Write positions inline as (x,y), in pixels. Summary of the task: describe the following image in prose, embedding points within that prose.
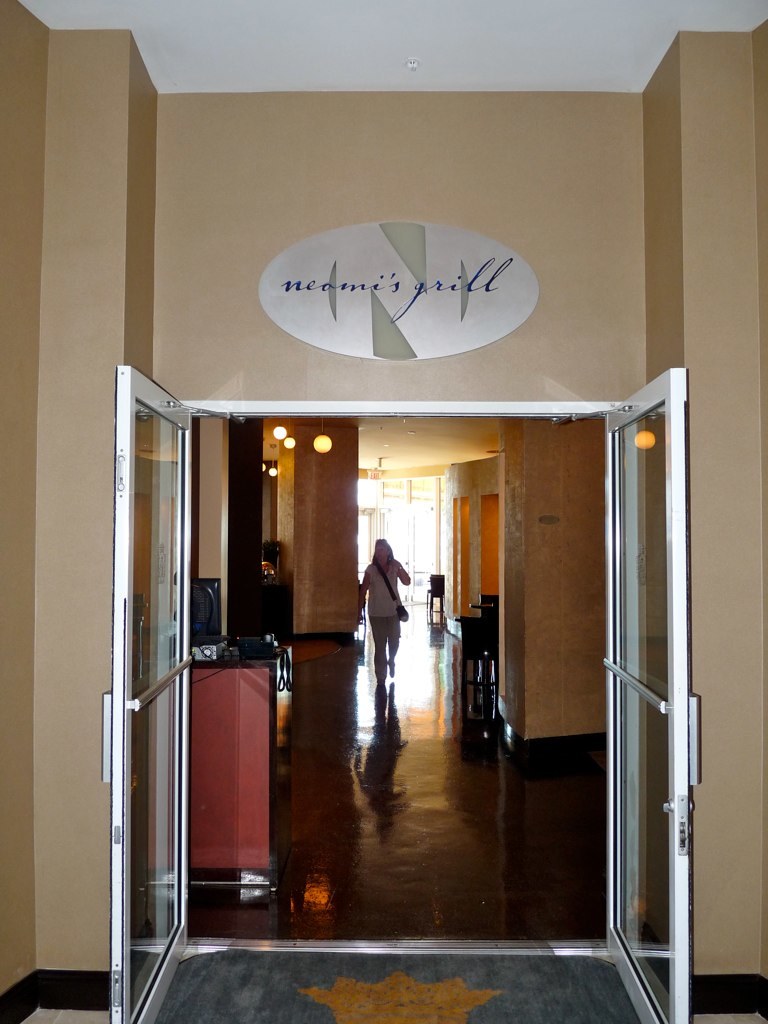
In the image there is a wall (2,871) with glass doors (167,667). Inside the room (246,804) on the left side (255,802) there table (239,789) with monitor (211,586) and some other items (265,652). There is a person (385,586) walking on the floor (308,861). There are few lamps (321,445) are hanging on the roof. And also there are pillars (327,463), walls (400,472) and some other items (490,657) in the background (512,596). At the bottom of the image (465,967) there is a doormat (453,978).
